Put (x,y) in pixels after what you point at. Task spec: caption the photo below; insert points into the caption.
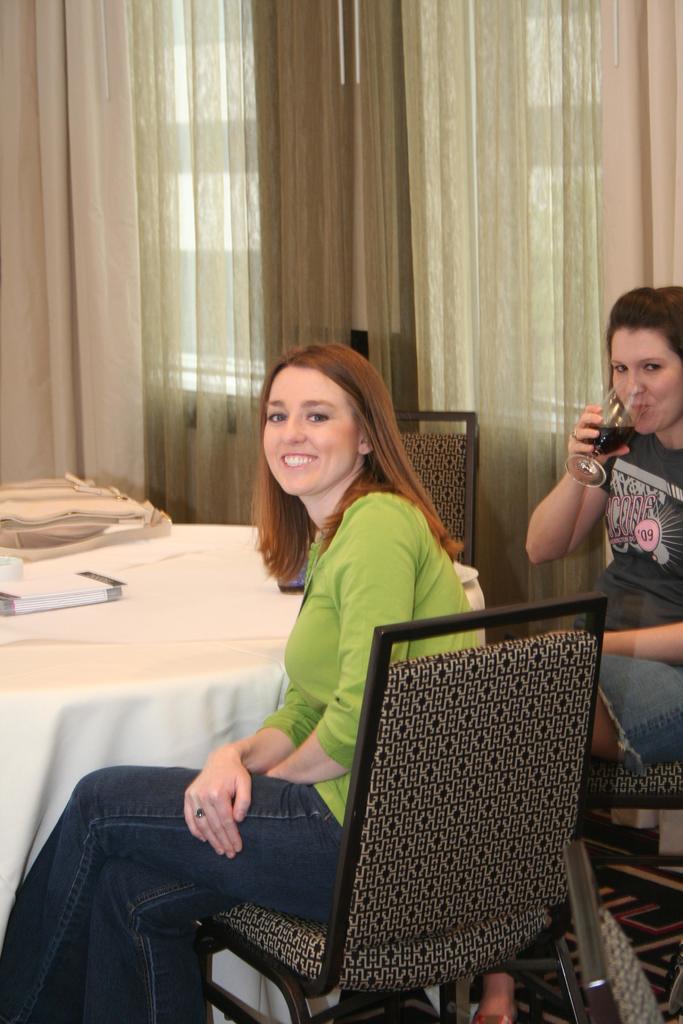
In this image we have two women (303,724) who are sitting on the chair (415,670) in front of the table (168,630). The woman (352,657) on the left side (224,824) is wearing a green top (314,648) and smiling. The woman (672,378) on the right side (656,445) is drinking wine (613,426). Behind the woman (330,460) we can see a curtain (278,248) and on the table (156,610) we have a white cloth (133,607) and few stuff (86,582) on it.
